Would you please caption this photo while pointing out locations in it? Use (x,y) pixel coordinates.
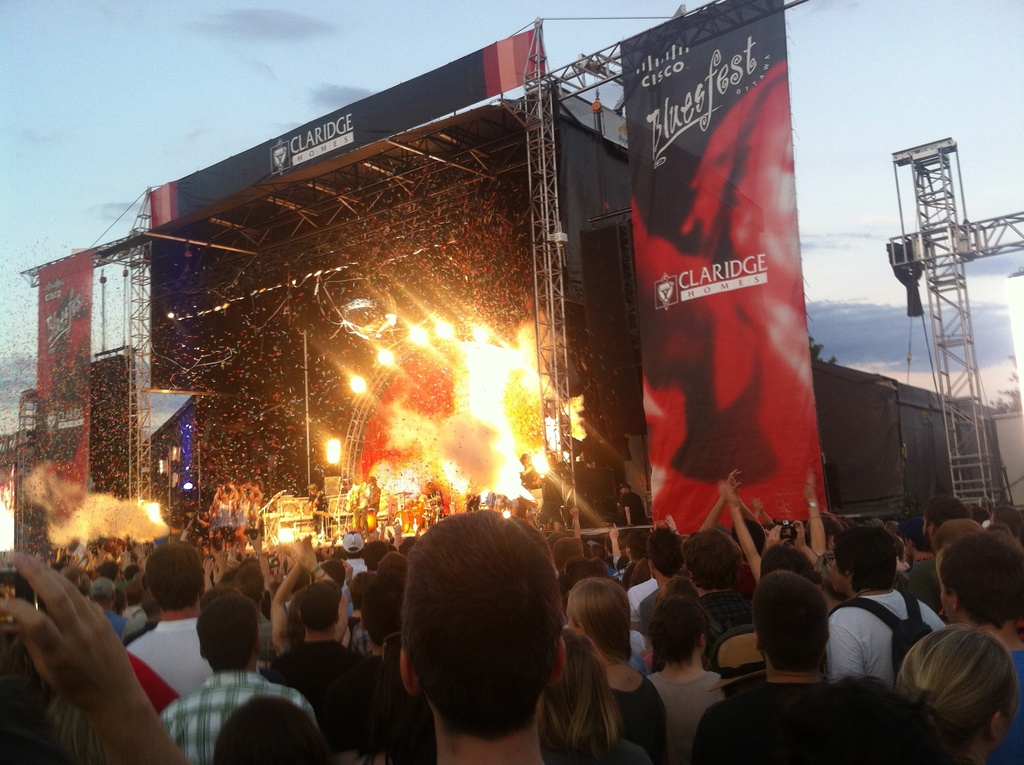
In this image, we can see the banners (730,435) and there is a stage (528,132), there are some people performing on the stage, we can see some people (693,675) standing and watching the performance, on the right side (933,292) we can see a stand (948,269) and at the top (882,101) there is a sky (437,63).
